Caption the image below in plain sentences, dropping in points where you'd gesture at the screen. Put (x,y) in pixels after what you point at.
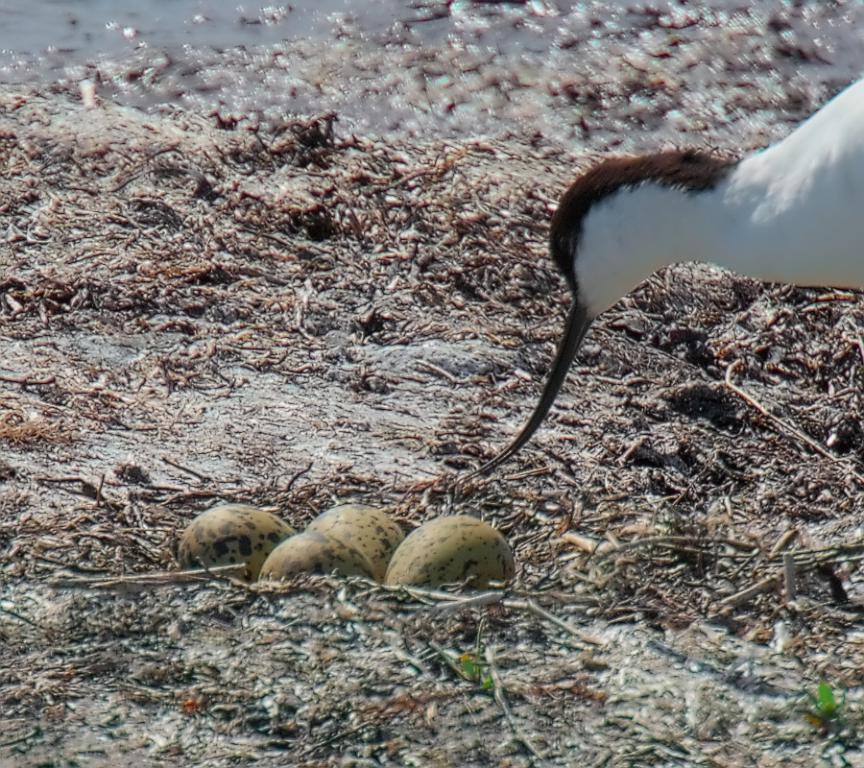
In this image we can see some eggs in a nest (348,491) and a bird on the ground (588,667). We can also see some dried stems (437,502) and the water (325,30).
